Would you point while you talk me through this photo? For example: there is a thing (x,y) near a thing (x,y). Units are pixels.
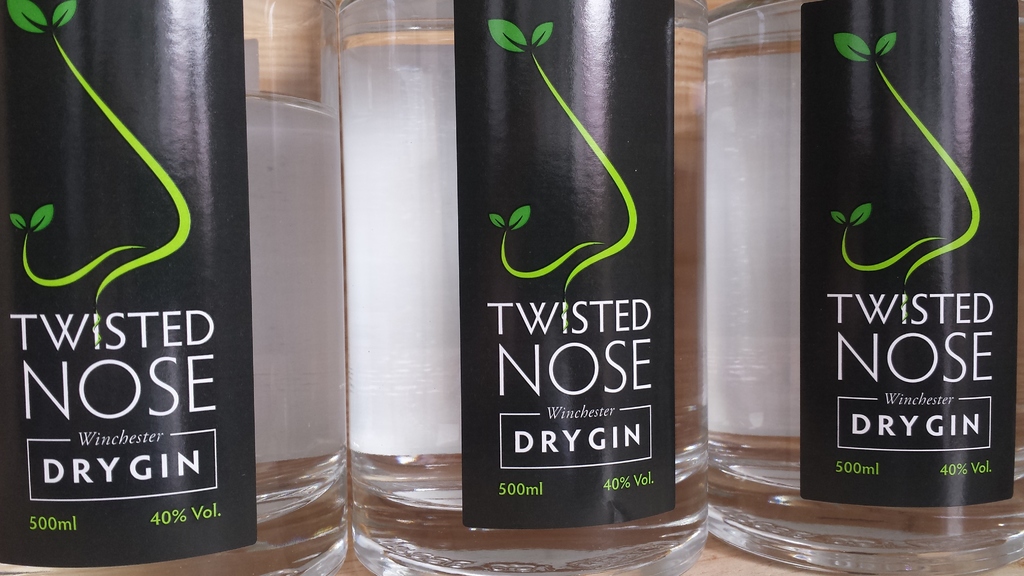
In this picture there are three glass bottles (640,265) and the bottles (429,280) is covered with a sticker (852,207) and the sticker (526,217) is in black color. On the sticker (910,171) there are leaves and the bottle (899,473) is consists of 500 ml.
